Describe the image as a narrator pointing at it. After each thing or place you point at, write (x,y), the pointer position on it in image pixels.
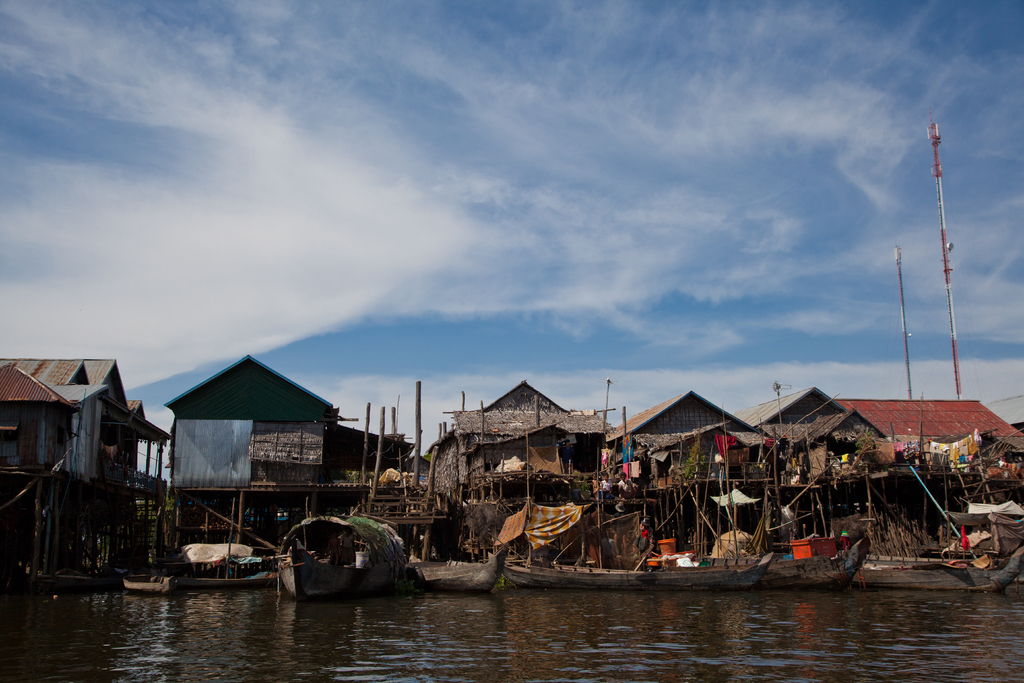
In this picture we can observe some houses (484,449) and some boats (908,560) on the water (364,612). We can observe two poles (901,309) on the right side (958,382). In the background (556,260) there is a sky (397,310) with some clouds (476,189).
